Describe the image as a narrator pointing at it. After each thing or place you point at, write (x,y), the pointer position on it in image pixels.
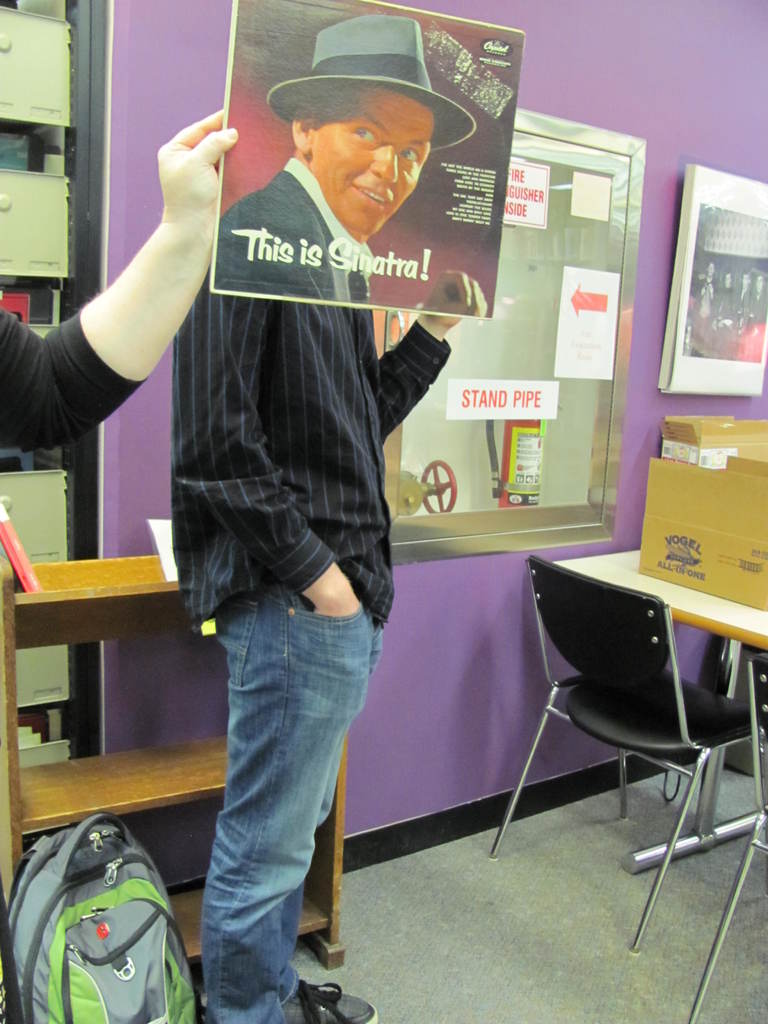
This picture might be taken in a classroom (517,921). On the right (602,572) there is a table (737,605) and chairs (676,705). On the table (725,619) there are boxes (716,478). On the top right (720,174) there is a frame (708,178). On the left (81,626) there is a closet (64,618) and backpack (78,867). On the top left (48,150) there are racks (47,541) and a person's hand (155,265). In the center of the picture (426,353) there is a man (197,556) standing behind a poster (367,190). In the background (506,256) there is a wall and a closet (499,456).
